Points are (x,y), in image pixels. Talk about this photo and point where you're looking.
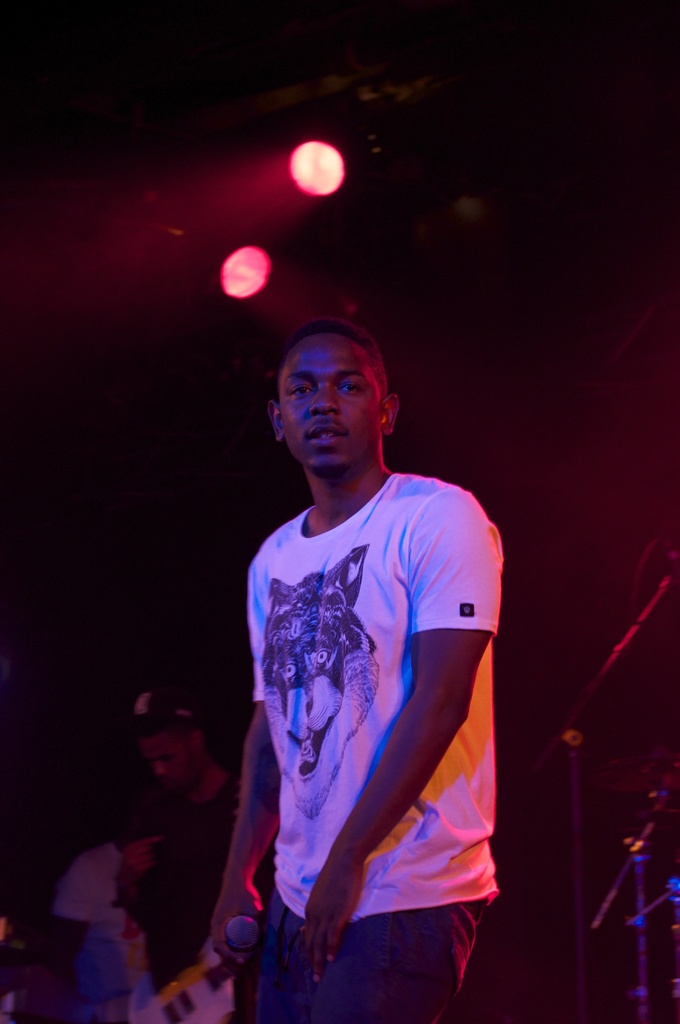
Here in this picture we can see a person (336,589) standing over a place and he is holding a microphone (232,944) in his hand (232,903) and at the top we can see colorful lights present and we can also see other people (209,809) standing with musical instruments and microphones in front of them over there.
